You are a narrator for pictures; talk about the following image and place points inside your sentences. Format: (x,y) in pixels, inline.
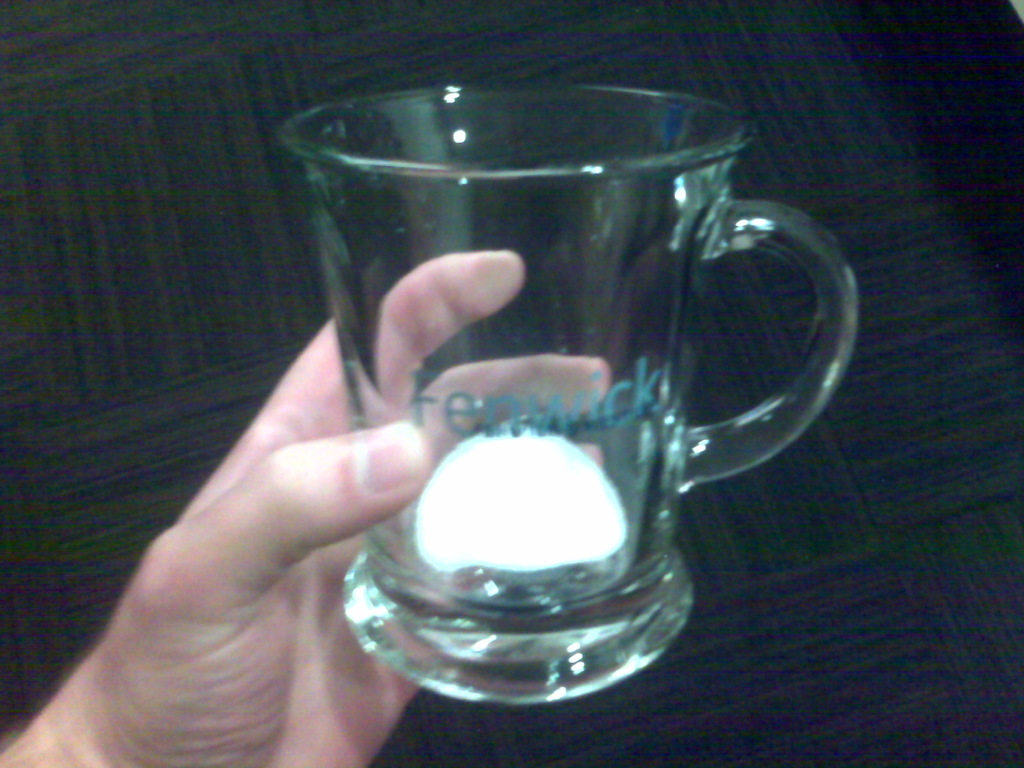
In this image, There is a person (164,615) holding a glass (388,538) which is in white color and in the background (812,719) there is a carpet (897,497) which is in black color.
